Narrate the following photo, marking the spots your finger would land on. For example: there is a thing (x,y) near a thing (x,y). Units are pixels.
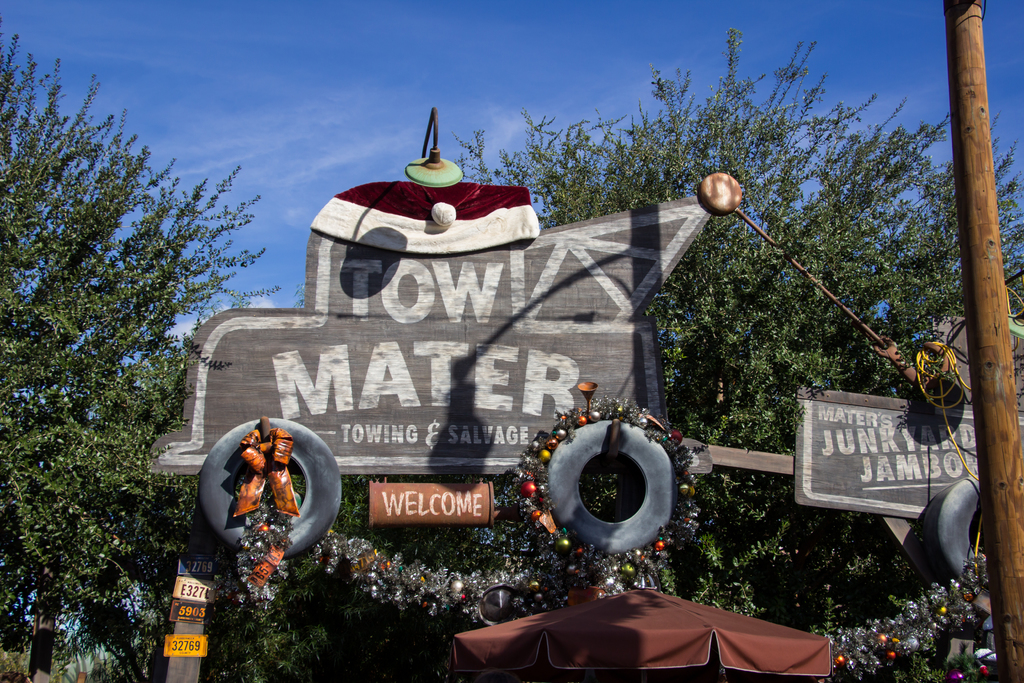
In this image we can see trees (1014,251) and there is an arch (336,462). We can see decors (585,464). At the bottom (623,644) there is a tent (627,646). On the right (1018,601) there is a pole (978,398). In the background (987,16) there is sky (435,25). We can see boards (187,653).
